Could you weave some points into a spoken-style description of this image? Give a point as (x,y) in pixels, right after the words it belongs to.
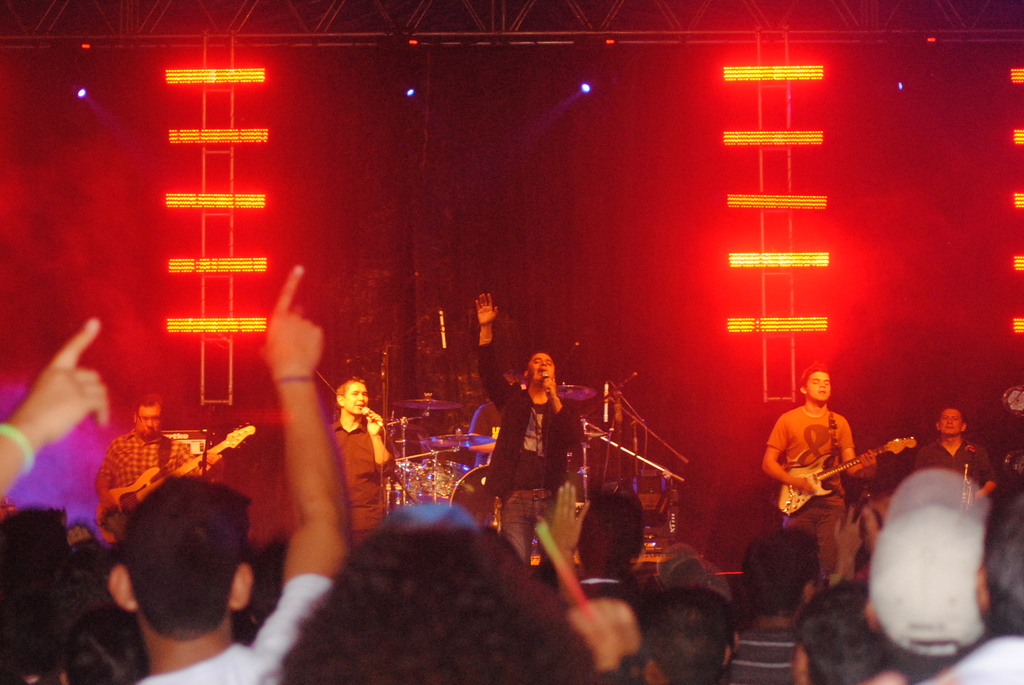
In this image I can see people (454,522) among them some are on the stage (469,454). Among them some are holding musical instruments (479,471) and microphones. In the background (443,404) I can see lights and other objects (449,464).
